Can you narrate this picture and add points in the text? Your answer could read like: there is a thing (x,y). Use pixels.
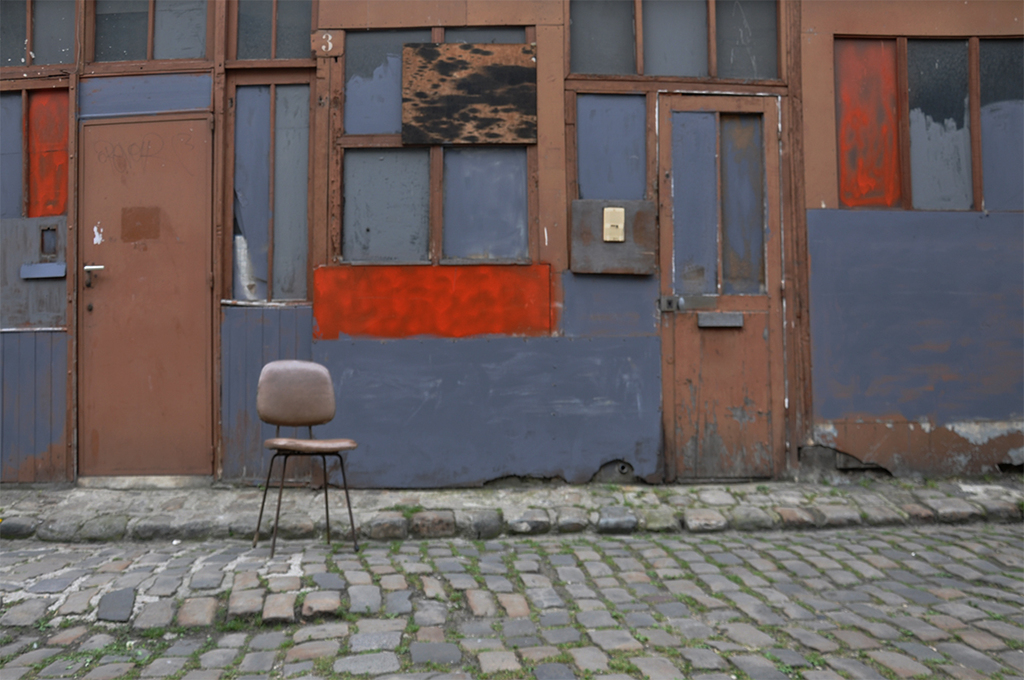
In the center of the image (421,255) we can see windows (411,260) and doors (198,235) to the building (288,280). At the bottom of the image (735,572) we can see chair (292,442) on the road (309,581).
